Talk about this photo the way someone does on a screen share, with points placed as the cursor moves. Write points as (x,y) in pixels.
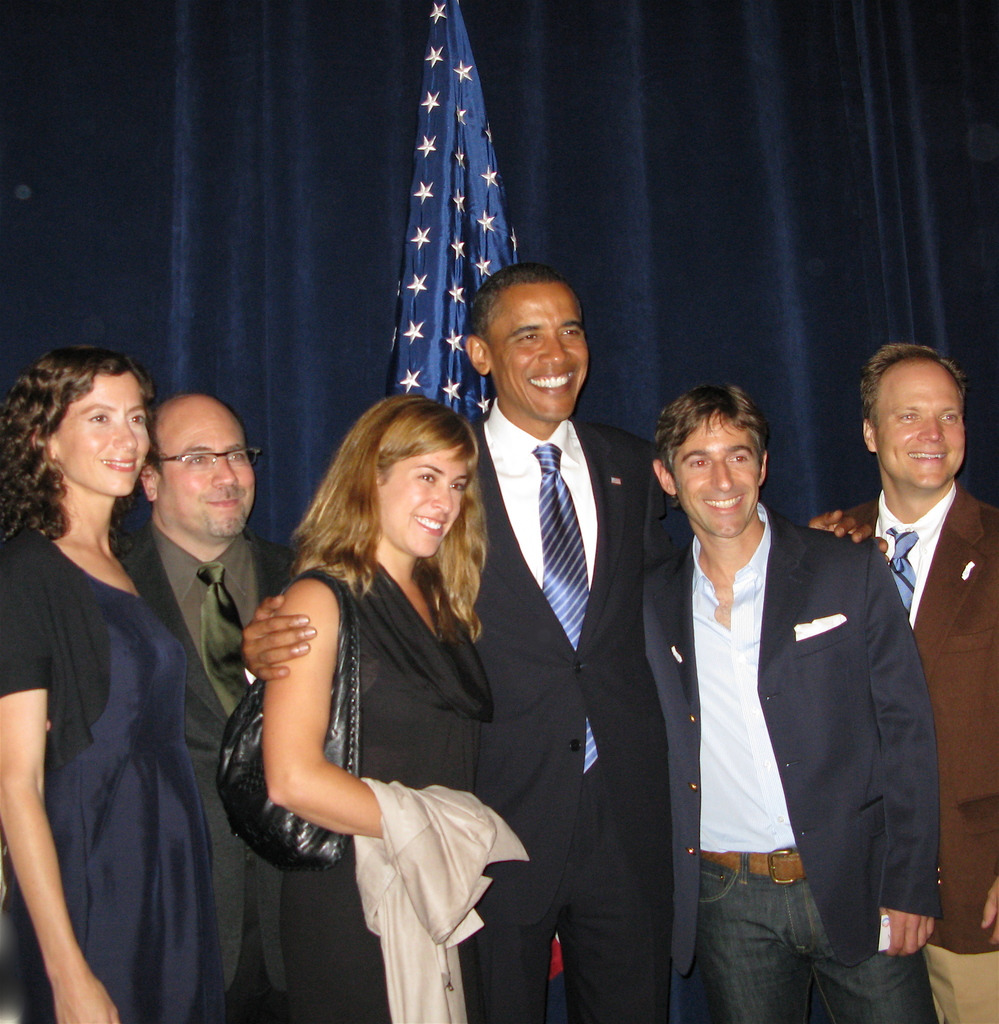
In the picture I can see few persons (462,644) standing and smiling and there is a flag (447,140) and a curtain (690,169) behind them.
